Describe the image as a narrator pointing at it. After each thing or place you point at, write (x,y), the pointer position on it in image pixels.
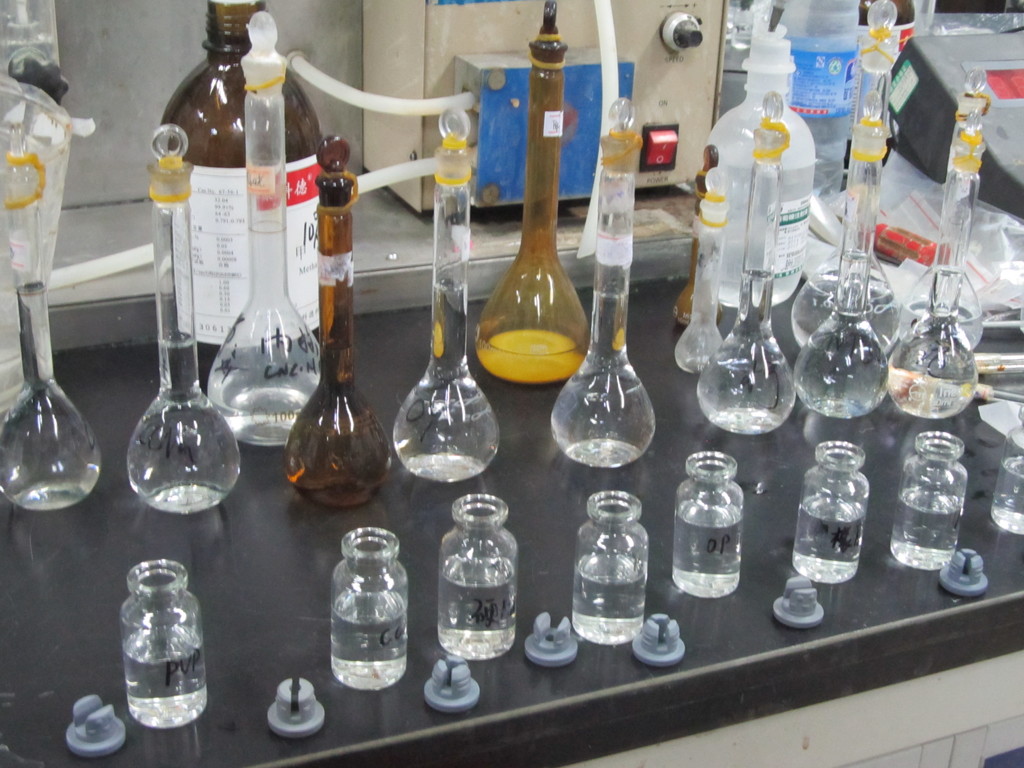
Here we can see a chemistry lab (176,83) and there are bottles (150,634) and jars (163,631) and containers (241,207) present in it on a table (227,662).
